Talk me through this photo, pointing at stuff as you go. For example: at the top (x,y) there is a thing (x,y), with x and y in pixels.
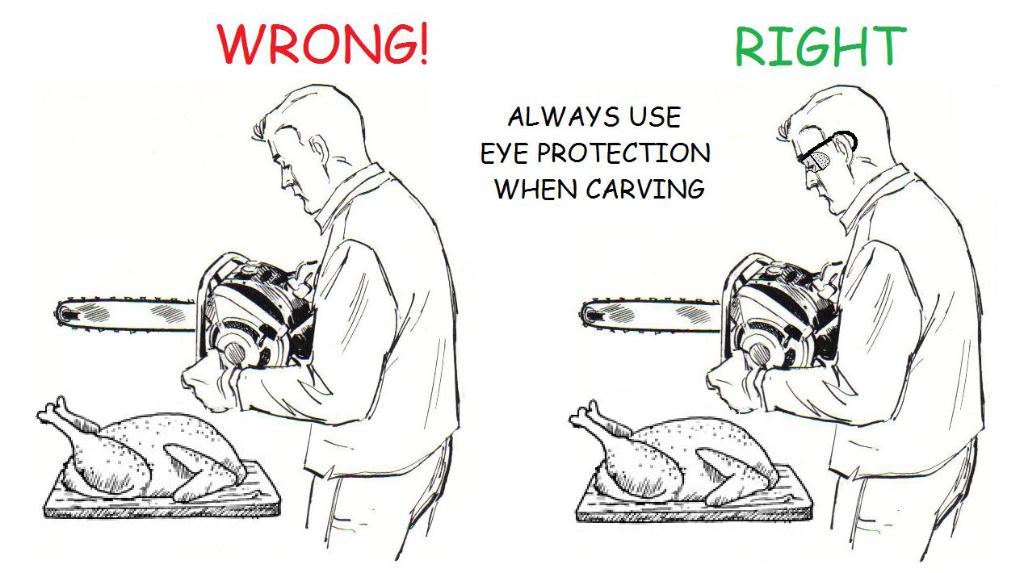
In this image I can see two same drawings (433,357) of a person (420,417). This person (339,342) is holding a machine tool (241,328) in the hands (232,367), standing facing towards the left side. In front of this person (347,466) there is a table (209,503) on which a chicken (150,453) is placed. At the top of this image (365,54) I can see some text (591,181). The background (146,163) is in white color.
